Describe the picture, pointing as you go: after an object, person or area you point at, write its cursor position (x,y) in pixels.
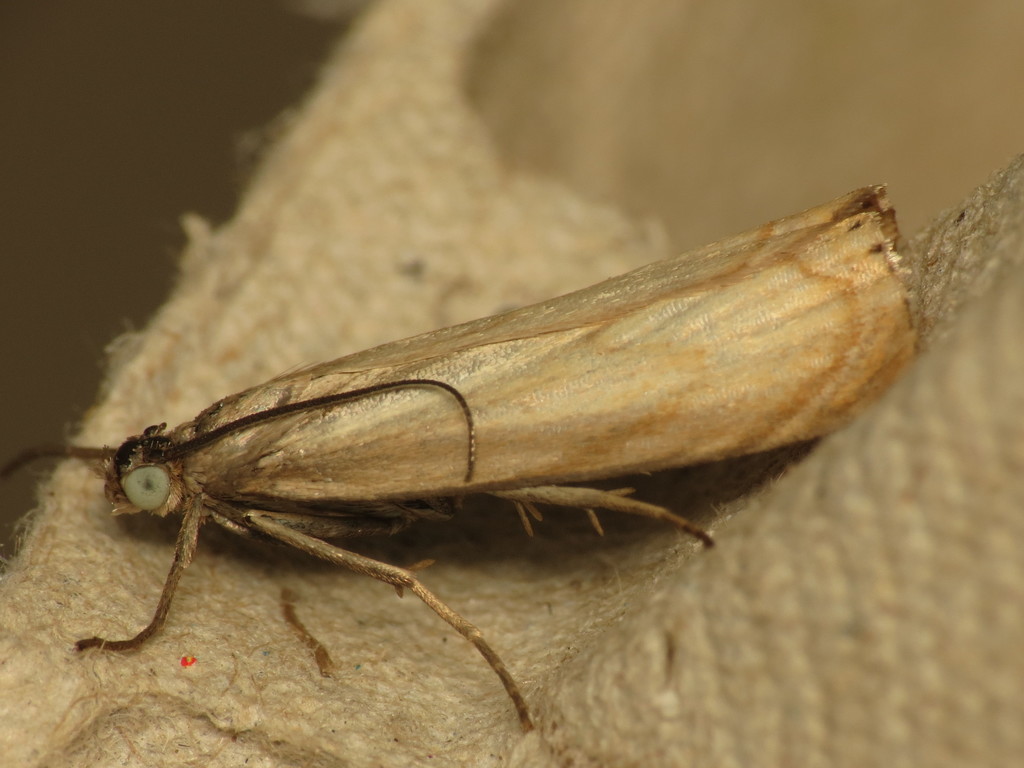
In the picture we can see a insect (299,393) which is cream in color with legs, eyes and antenna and it is on the mat (547,130).
